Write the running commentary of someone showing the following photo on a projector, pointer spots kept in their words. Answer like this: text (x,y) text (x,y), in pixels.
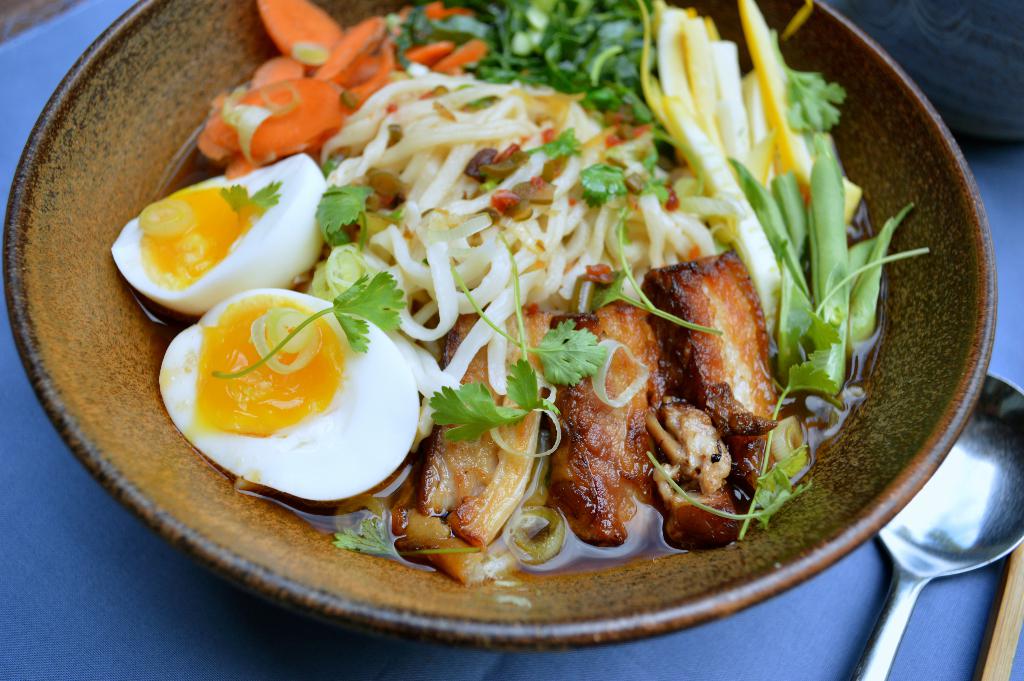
This image consist of food (533,334) which is in the bowl (879,437) and there is a spoon (958,519).
